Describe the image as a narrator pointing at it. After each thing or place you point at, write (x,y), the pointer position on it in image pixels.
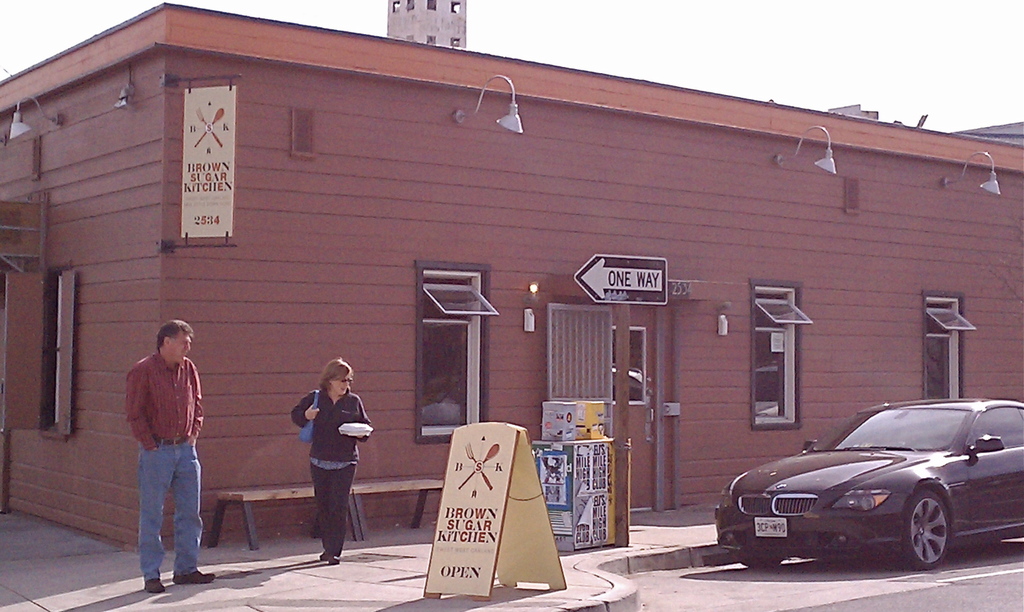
In this image there is a building (510,252) in the middle (509,254). Beside the building (509,254) there is a road (913,609) on which there is a car (900,506). On the left side (267,572) there is a footpath (348,552) on which there are two persons (303,416). Behind them there is a bench (263,498). There is a board (534,496) and, boxes (567,421) on the footpath (391,575).
